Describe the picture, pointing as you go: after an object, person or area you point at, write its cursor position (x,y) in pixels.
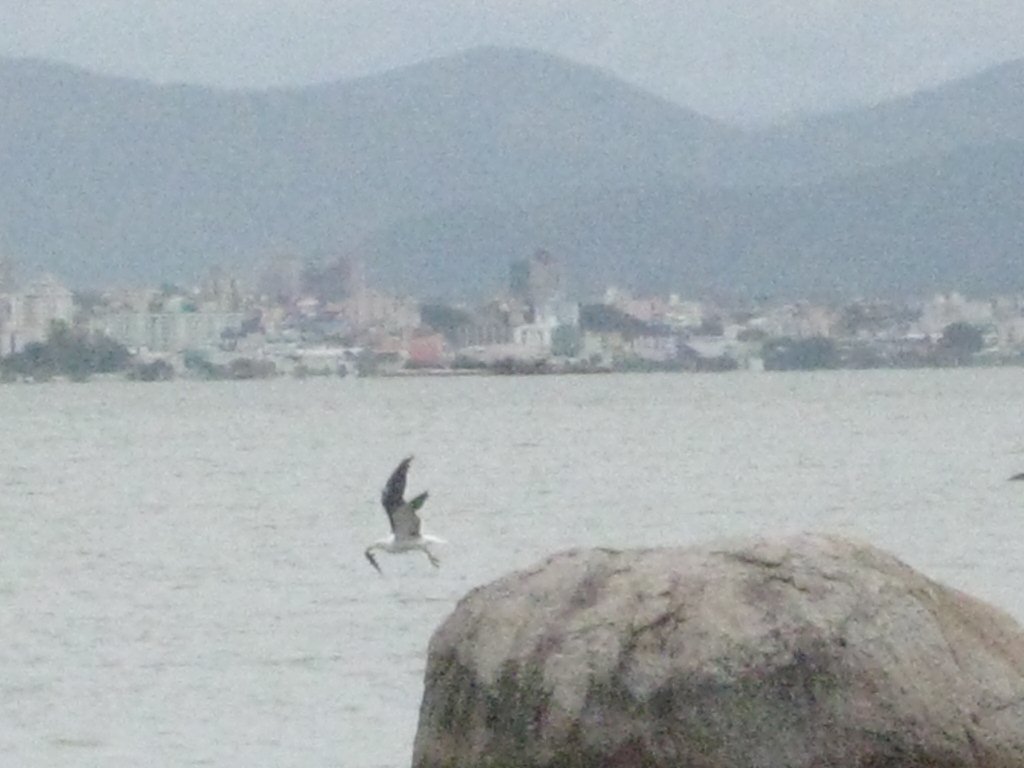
In this image I can see few buildings (416,356), mountains (611,164), water (633,460), rock (478,733) and the bird (386,498) is flying in the air (922,7).
